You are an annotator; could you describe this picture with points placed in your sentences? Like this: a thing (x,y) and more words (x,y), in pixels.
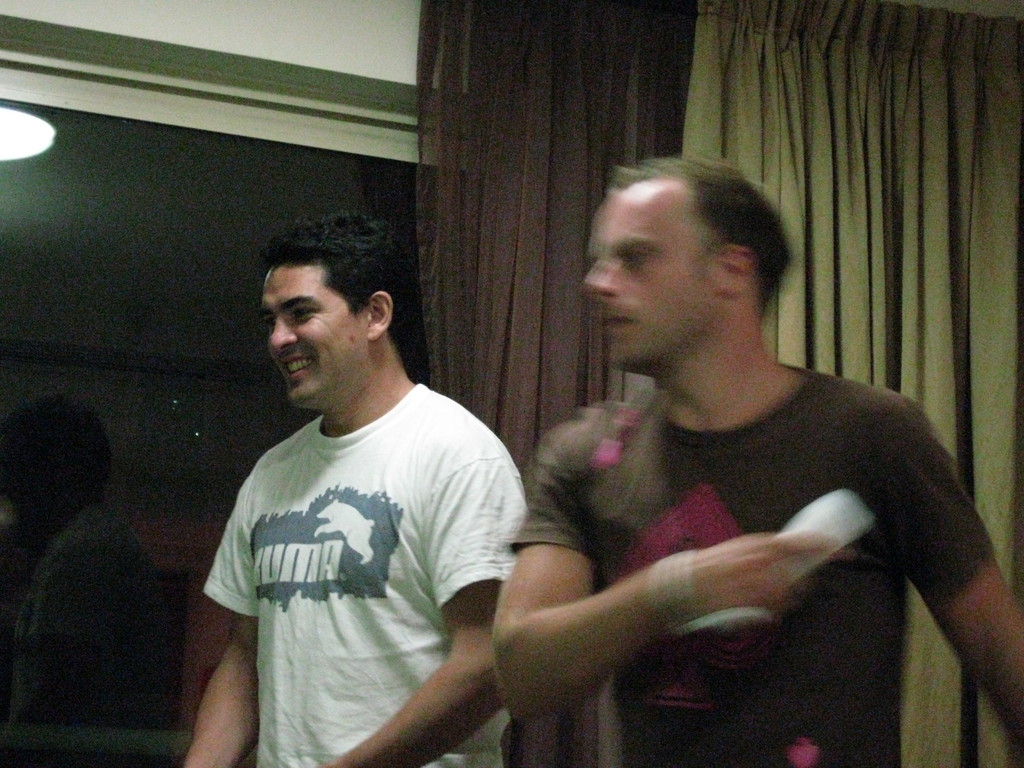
In the picture I can see this part of the image is blurred, where I can see a person (660,474) wearing brown color T-shirt (635,520) is standing and holding an object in his hands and also, we can see this person (379,677) wearing white color T-shirt (428,597) is standing here and smiling. In the background (967,715), I can see curtains (554,234) and glass windows (120,350) in which I can see the reflection (17,147) of the ceiling lights (7,135).
